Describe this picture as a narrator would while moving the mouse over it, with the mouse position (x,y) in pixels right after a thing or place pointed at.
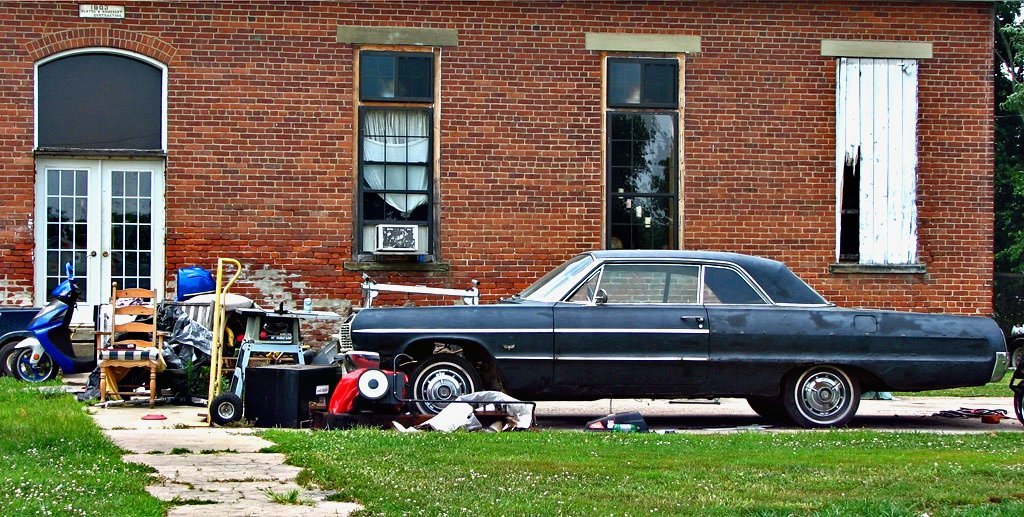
There is a small path (210,467). On the sides there is a grass lawn (509,455). There is a car (432,333), chair (122,325), scooter (56,325) and many other items (270,347). In the back (235,154) there is a building (493,144) with brick wall (486,168), windows (362,172), and door (111,213). On the right side (1009,102) there are tree (1008,176).
